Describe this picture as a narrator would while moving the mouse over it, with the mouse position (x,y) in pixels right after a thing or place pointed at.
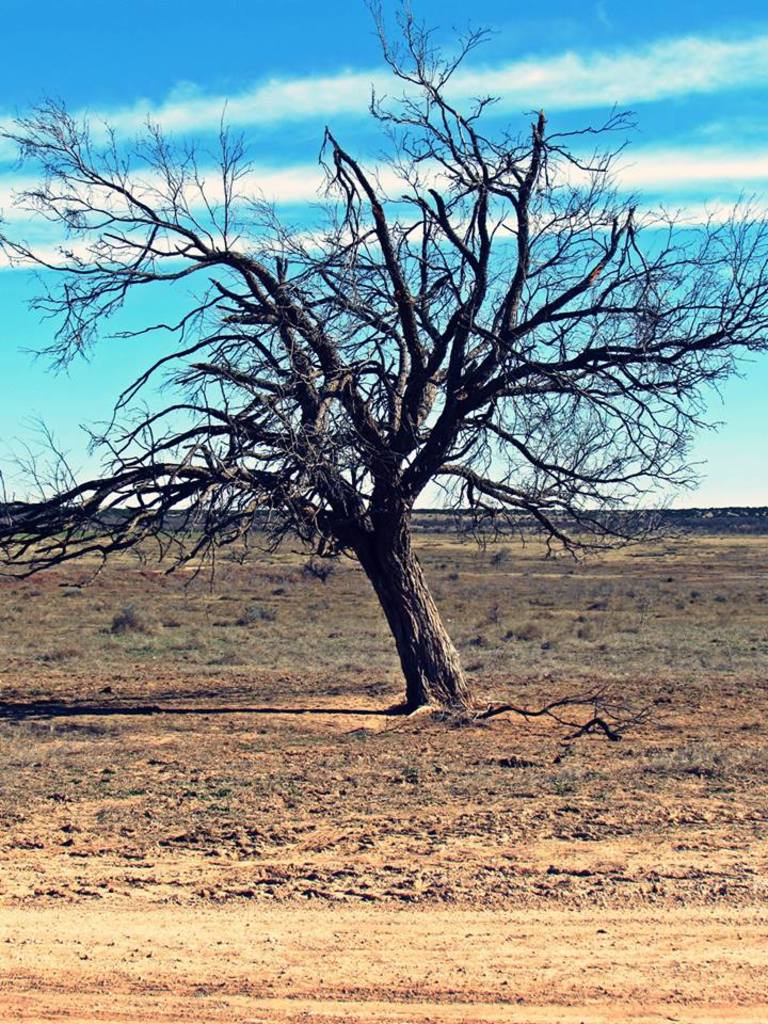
In this image I can see trees (297,276) and the sky (502,154) visible.
